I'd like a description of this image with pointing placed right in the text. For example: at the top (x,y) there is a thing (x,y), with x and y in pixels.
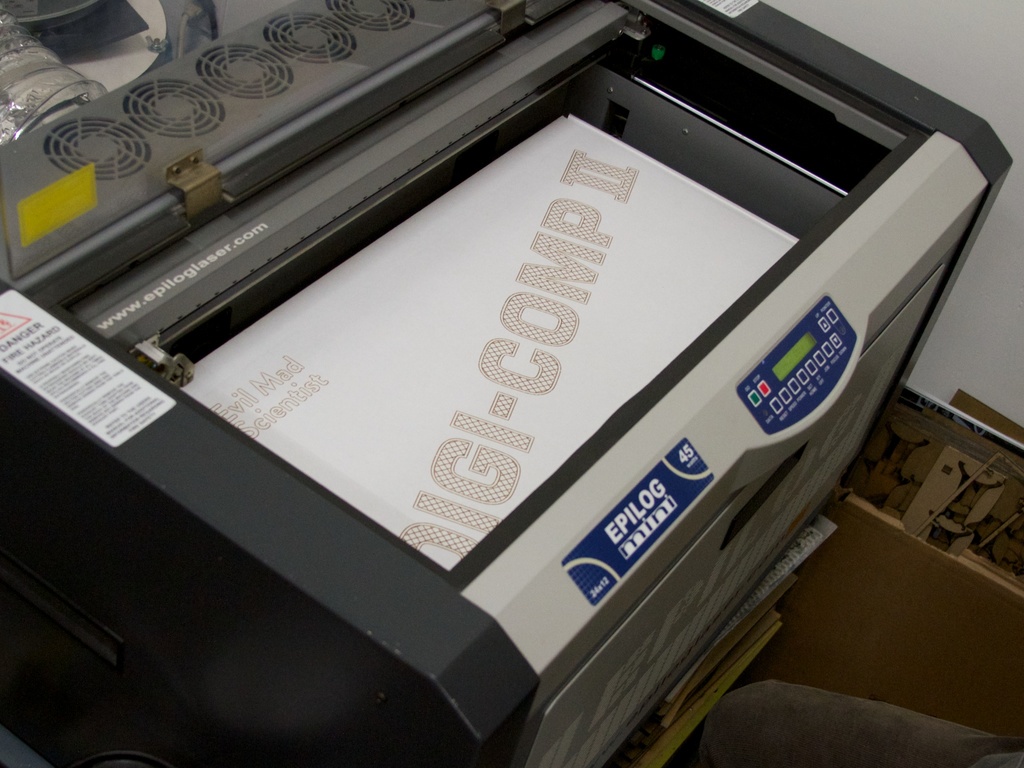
This image consists of a laser engraver (574,649) kept in a room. To the right (990,320), there is a wall (992,327).
